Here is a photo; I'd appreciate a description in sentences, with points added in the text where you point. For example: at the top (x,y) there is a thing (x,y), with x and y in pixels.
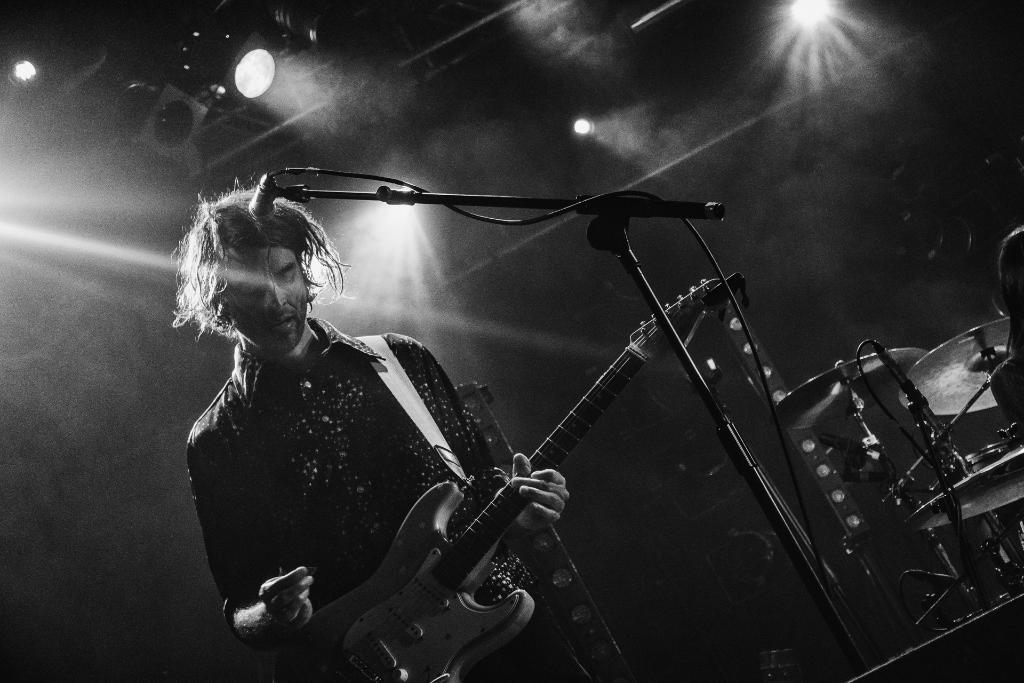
A man (322,398) is standing in the middle of the image (356,441). He is holding a guitar (419,573). There is mic (267,200) in front of him which is attached to a stand (323,194). He is wearing a black shirt (237,477). In the right side (958,402) we can see drums (970,385). In the top (801,35) there are lights (248,83). The background (105,565) is dark.
